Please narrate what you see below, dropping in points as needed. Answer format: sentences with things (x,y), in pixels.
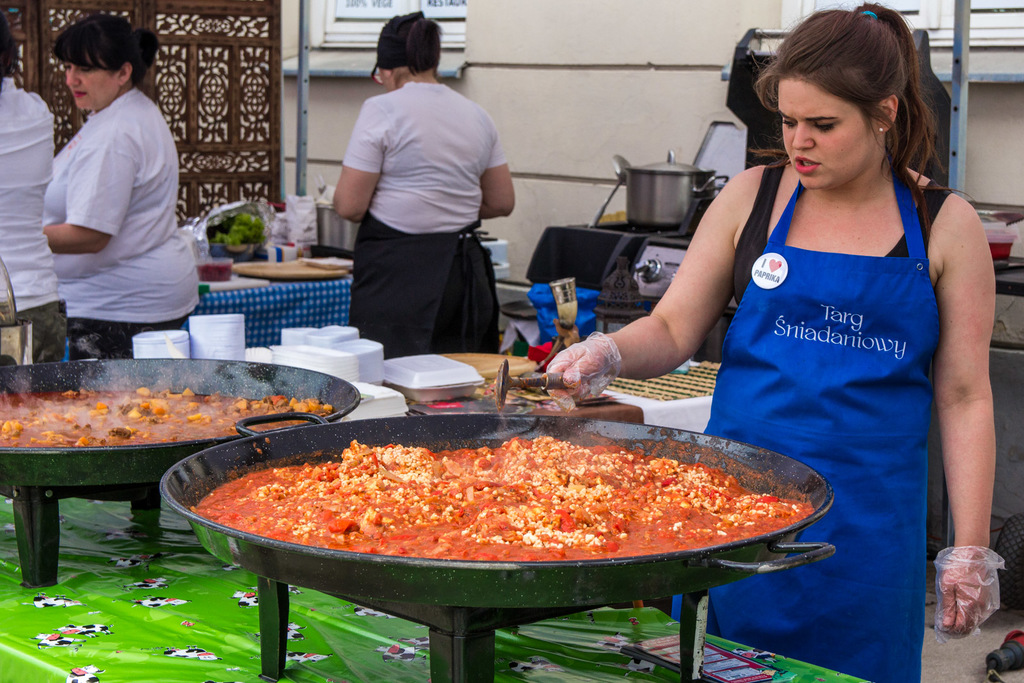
In this picture we can see two pans (92,461) on the table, there is some food (273,479) in these pans (266,452), on the right side (917,424) there is a woman (901,405) standing and holding a spoon (549,374), we can see tables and three persons (380,247) in the middle (419,240), there are some plates (338,331) and other things (228,263) present on these tables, in the background (561,69) there is a wall (524,33) and a window (392,18), on the right side (692,218) we can see a spoon (601,210), a steel bowl (632,182) and its cap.
